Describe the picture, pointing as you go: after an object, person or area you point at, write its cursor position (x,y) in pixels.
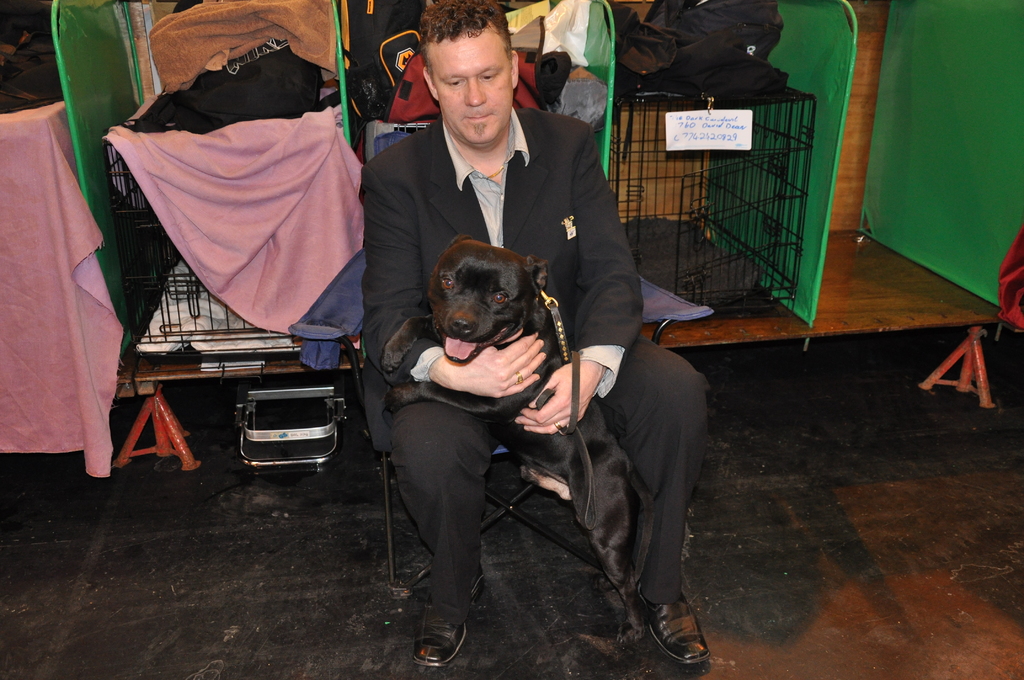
In this image I can see a person (409,423) is sitting on the chair (349,317) and is holding a dog (639,550) in hand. In the background (275,324) I can see a wooden stand (265,367), clothes (242,220), metal rods (759,281), cages (715,247) and so on. This image is taken may be during night.
